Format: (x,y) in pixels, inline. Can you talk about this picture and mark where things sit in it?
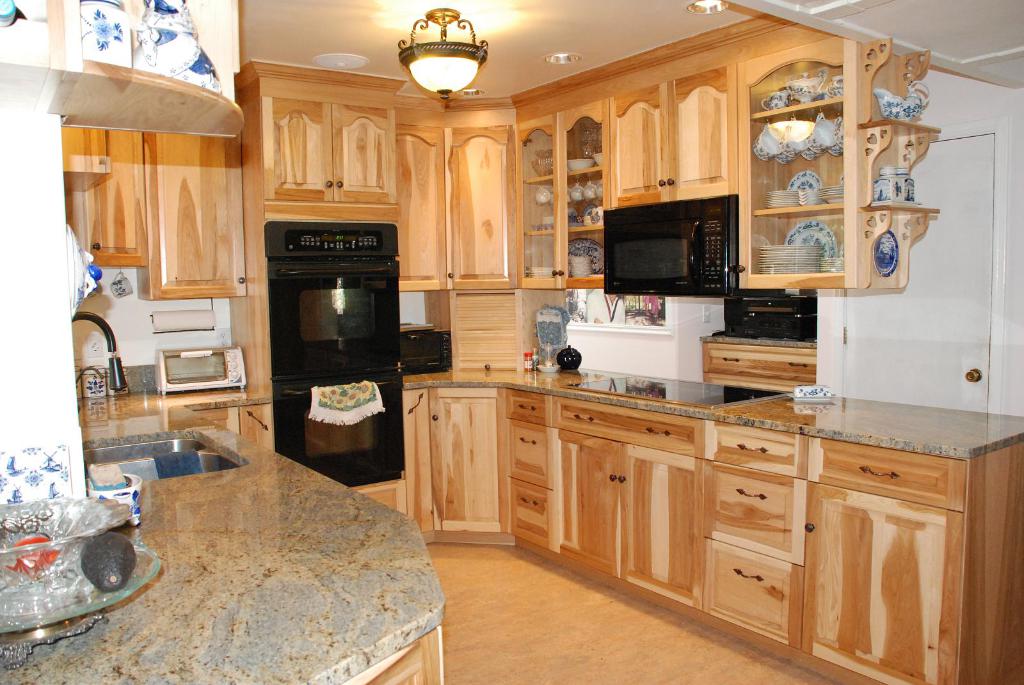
This is a picture of inside of the house (986,305) on the right side (700,271) there is one oven (682,229), in a cupboard (664,193) and also in the cupboard (798,172) there are some plates (832,264) and pots (798,97). In the center (383,423) there is one oven (344,428), on the oven (294,441) there is one cloth (348,400) and beside the oven (351,360) there is one oven (417,358) and on the left side (134,456) there is a wash basin (168,444) and some objects (89,555), glass plate (140,567), stone (123,575), and a bowl (63,551). At the bottom (485,601) there is floor (453,602) and at the top of the image (355,57) there is ceiling (377,45) and some lights (468,45).
